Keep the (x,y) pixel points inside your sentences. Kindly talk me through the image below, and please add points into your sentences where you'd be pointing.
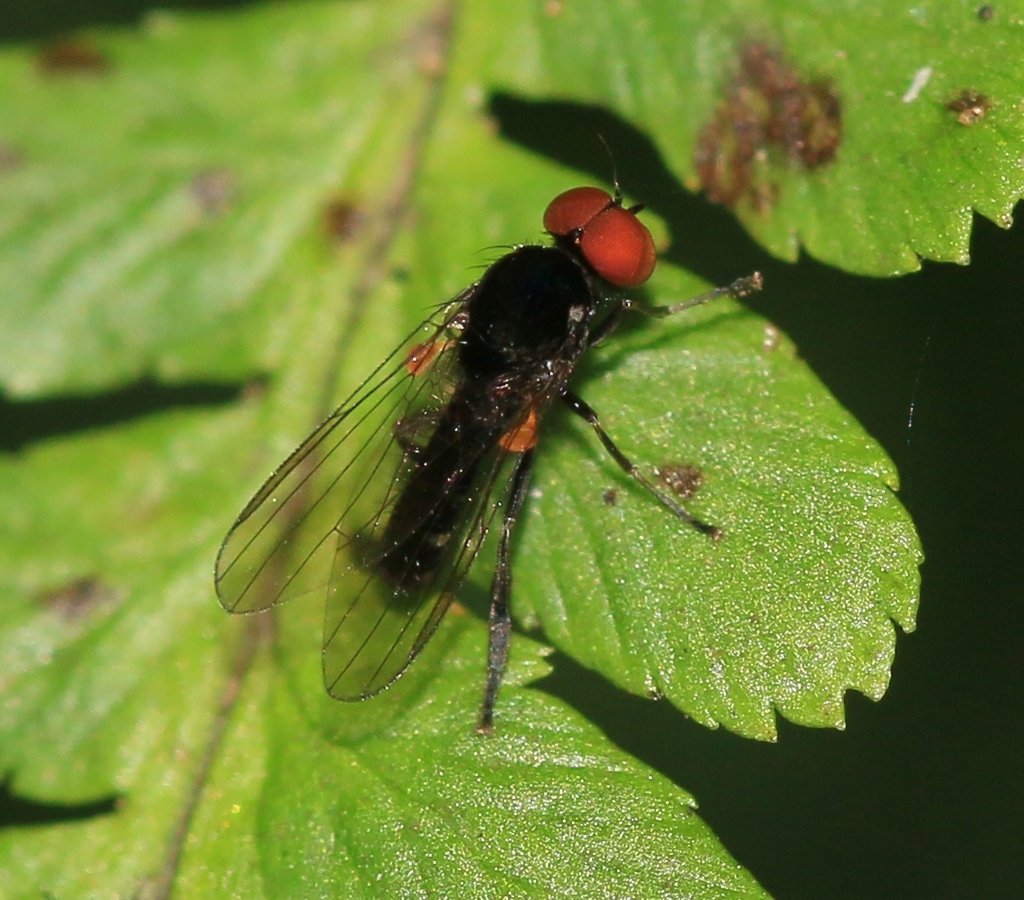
In this image we can see a fly (521,407) on the leaf (474,203).
